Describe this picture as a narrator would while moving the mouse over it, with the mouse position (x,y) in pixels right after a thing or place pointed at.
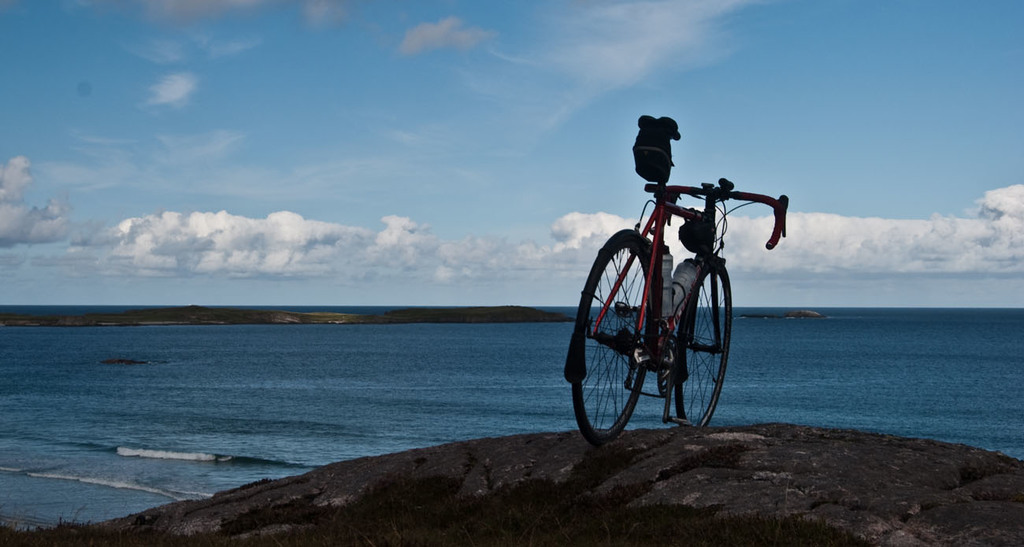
In the picture we can see a bicycle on the rock surface (793,454) near the sea (236,473) and the water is blue in color with some rock surface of the water (852,369) and we can also see a sky (421,275) with clouds (780,277).
